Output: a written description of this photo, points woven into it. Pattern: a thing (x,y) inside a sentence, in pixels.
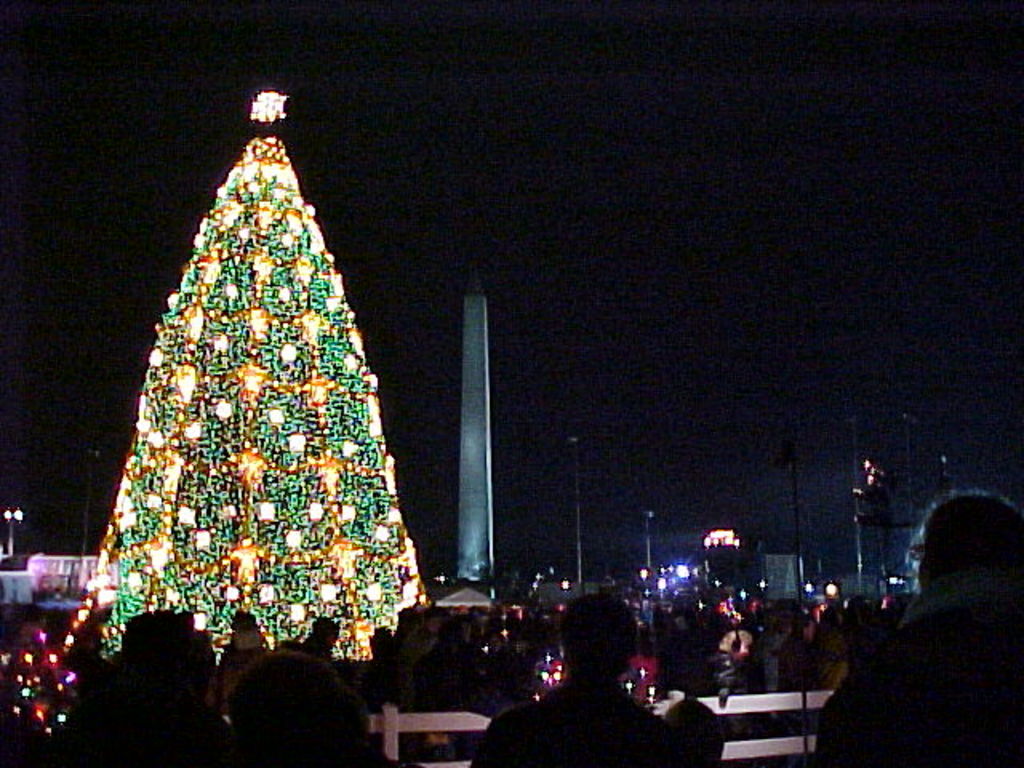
In the picture I can see few persons (832,716), white fence (796,696) and there is an object (203,460) which is decorated with lights (274,320) in the left corner (259,352) and there are few buildings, a tower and some other objects (647,545) in the background (647,514).
